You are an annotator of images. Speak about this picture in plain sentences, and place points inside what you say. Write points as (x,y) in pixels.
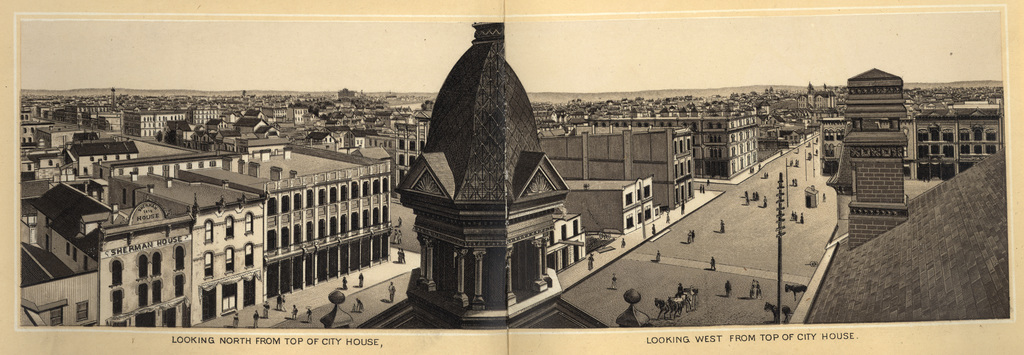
In this image I can see buildings (388,190), horse cart (696,290) and a crowd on the road (798,229). At the top (680,37) I can see the sky (739,39). This image is taken may be on top of a building (898,220) during a day.
